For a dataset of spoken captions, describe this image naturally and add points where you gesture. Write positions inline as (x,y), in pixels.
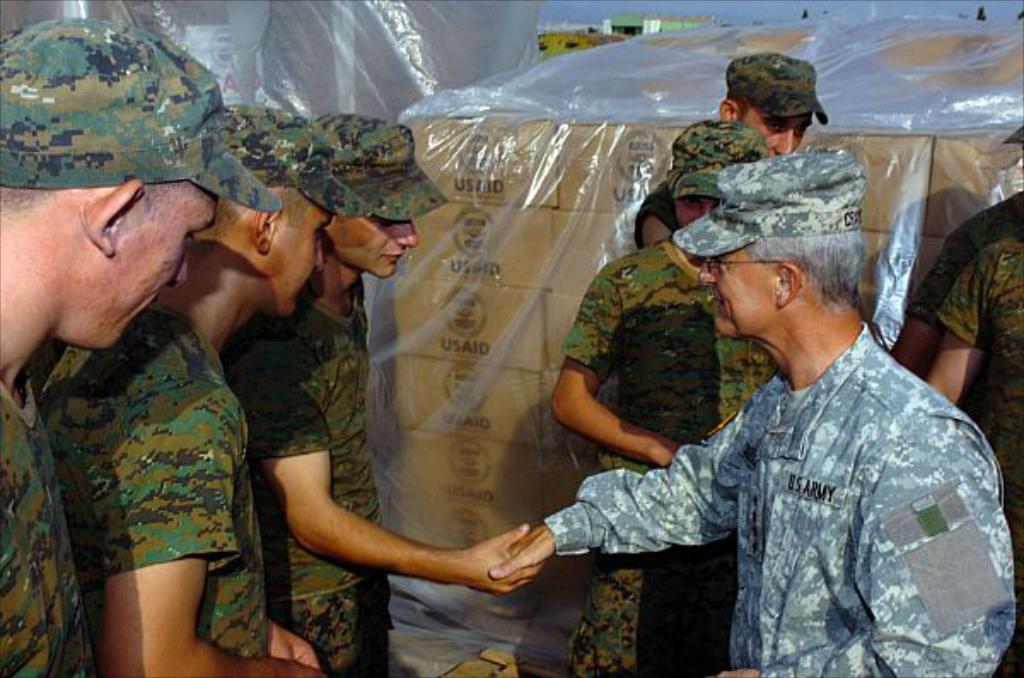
In this image there are a few army personnel (300,370) shaking hands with each other, behind them there are a few cardboard boxes (501,207).
